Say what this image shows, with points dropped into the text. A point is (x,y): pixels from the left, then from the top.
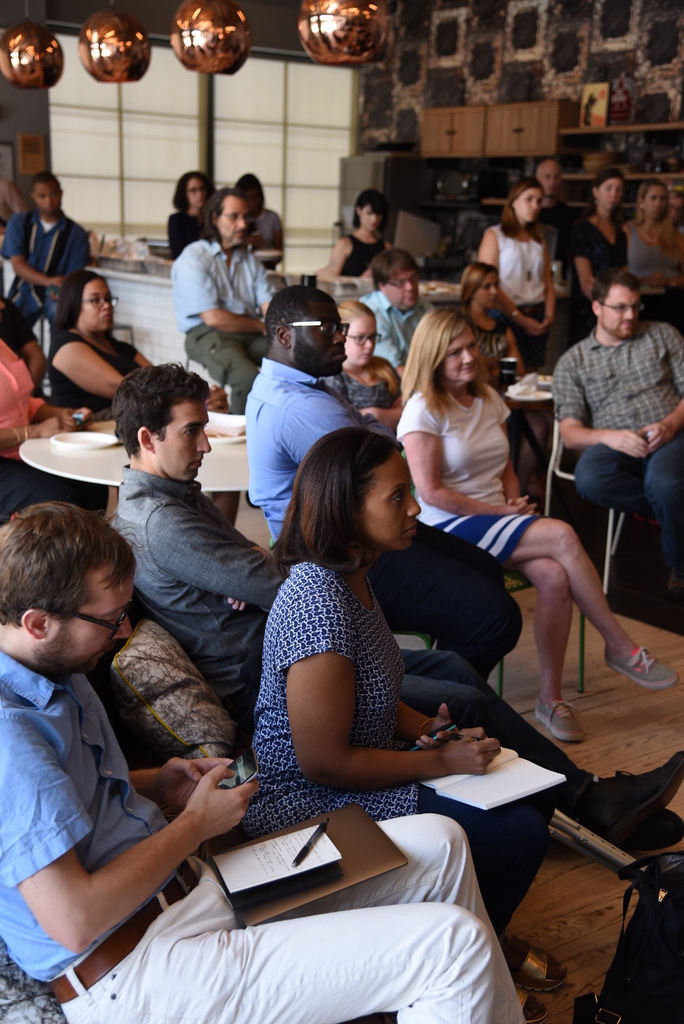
This image is clicked in a room (683,697). There are so many people (350,421) in this room (307,723), there is a table (241,440) and people (213,575) are sitting around this table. The person (8,809) who is in the bottom (225,881) has a book (329,847) in his hand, sorry on his lap (464,844). A person (388,801) who is with blue dress (277,742) who is a woman (466,812) is having book (448,791) in her hands (479,761).
